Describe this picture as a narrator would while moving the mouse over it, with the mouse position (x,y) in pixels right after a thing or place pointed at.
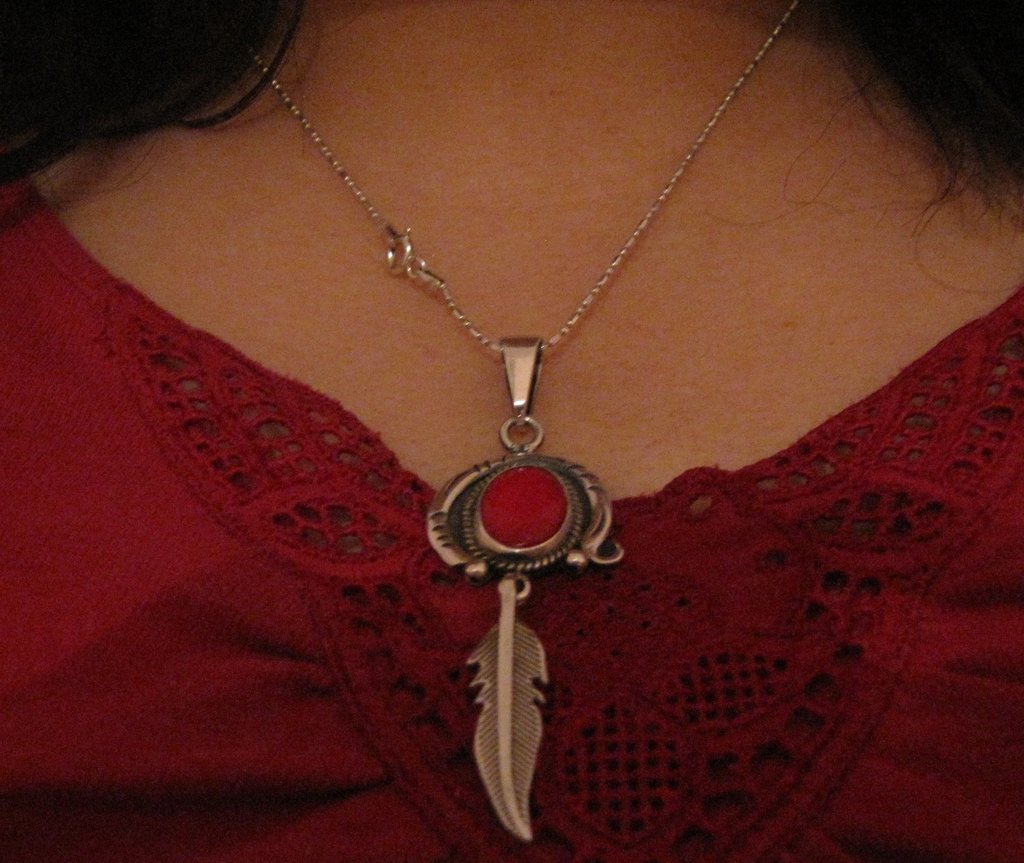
In this picture we can see pendant (487,503) with chain (296,115) to a person's neck (354,126).
